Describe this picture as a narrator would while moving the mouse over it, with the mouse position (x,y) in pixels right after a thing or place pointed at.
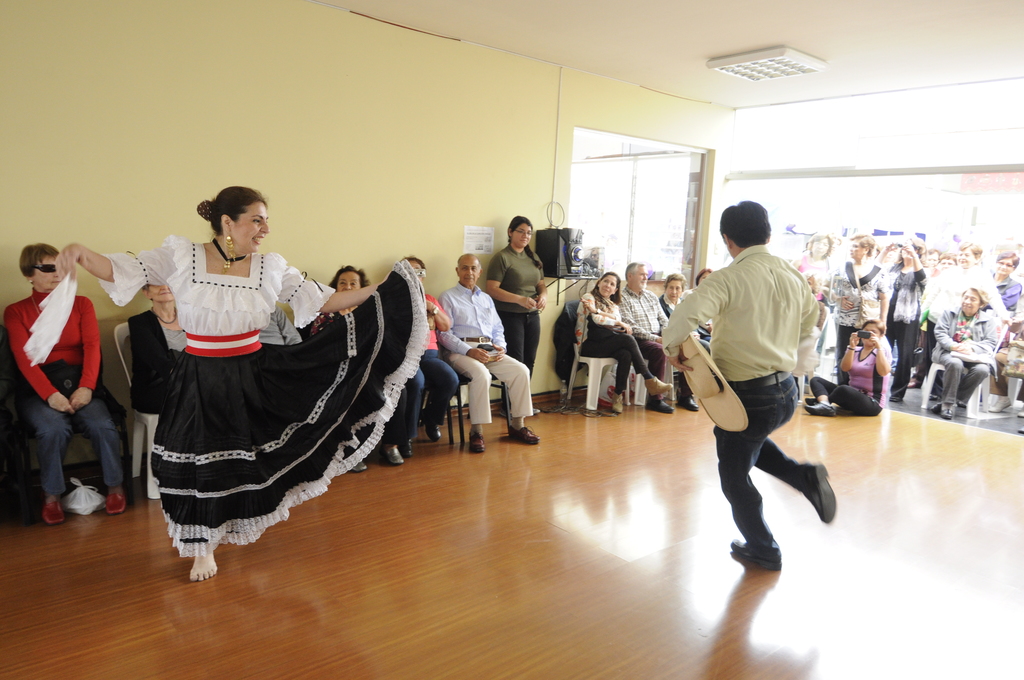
In this image, we can see persons (639,332) wearing clothes (965,361) and sitting on chairs (578,364). There are two persons (722,355) dancing on the floor (536,543) in front of the wall (455,188). There is a light (727,71) on the ceiling (723,34) which is in the top right of the image (783,61).
